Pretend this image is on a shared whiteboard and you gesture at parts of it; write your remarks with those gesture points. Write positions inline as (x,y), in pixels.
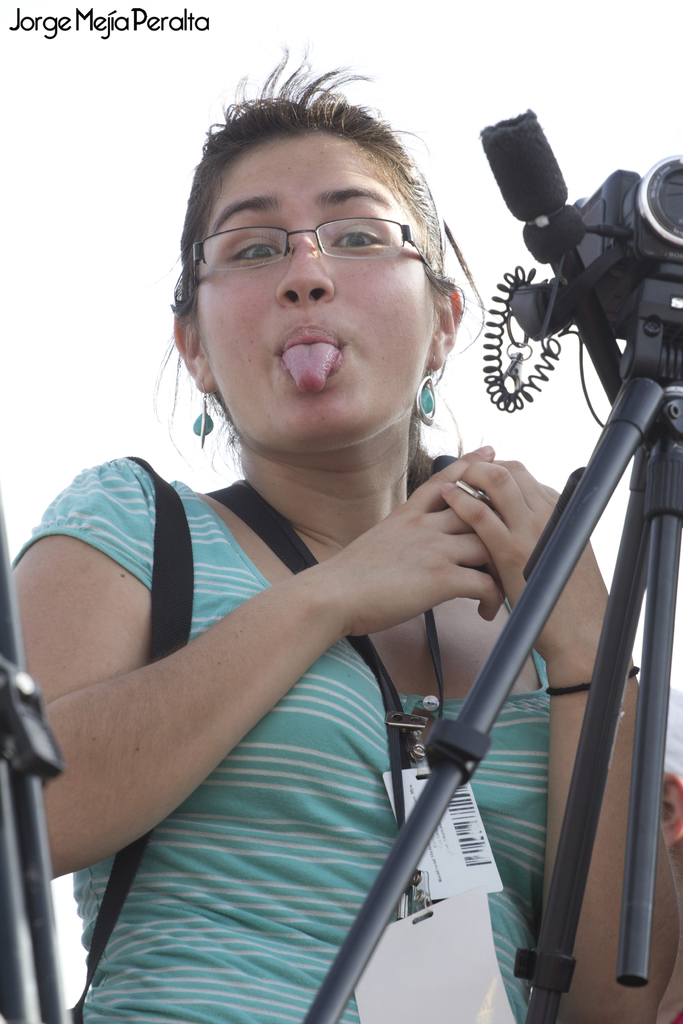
There is a lady (246,575) wearing specs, tags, and earrings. In front of her there is a tripod stand (599,507) with camera (604,265). On the top left corner (114,15) there is a watermark (104,38).
